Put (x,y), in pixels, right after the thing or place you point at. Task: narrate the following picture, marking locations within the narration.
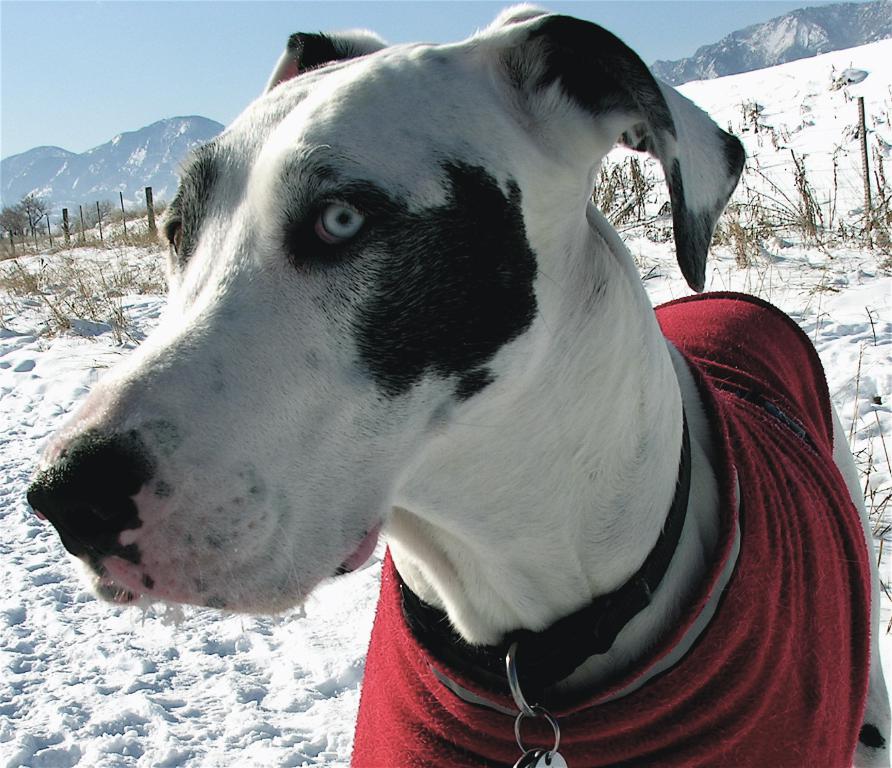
In this picture we see a black and white dog (463,576) with a belt (534,679) around its neck (578,569). The dog (575,574) is standing on the land (351,718) covered with ice (14,263), plants (106,245), poles (151,205) and mountains (177,142). The sky (233,99) is blue.
